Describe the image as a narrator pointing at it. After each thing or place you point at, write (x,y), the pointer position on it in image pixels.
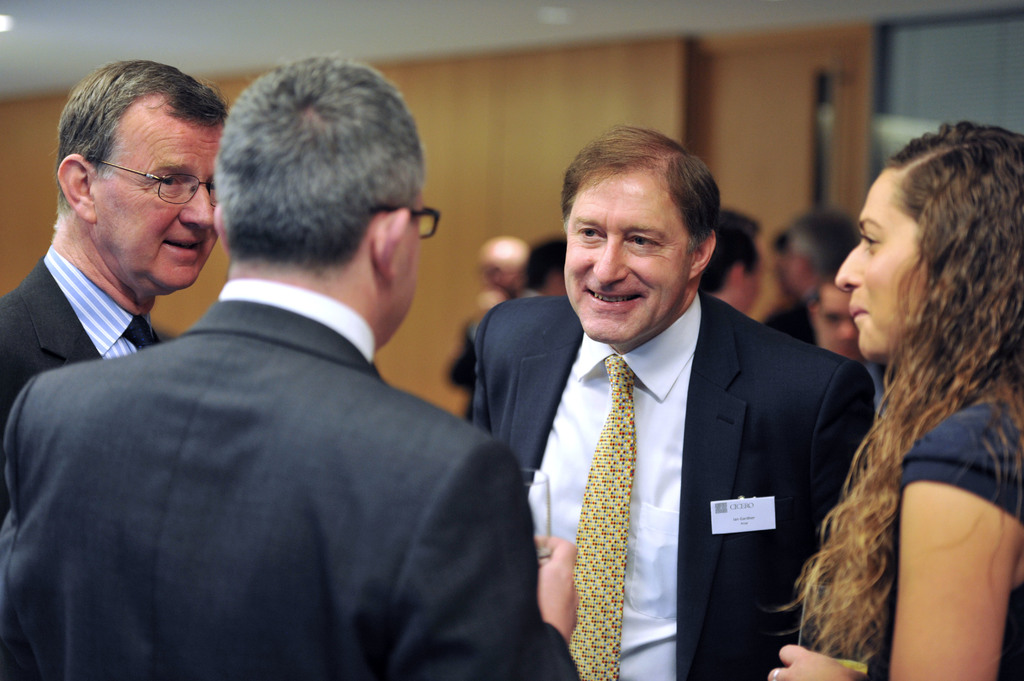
In this image, I can see groups of people (592,243) standing. In the background (500,150), there is a wall (477,111). At the top of the image (370,40), I can see the ceiling (482,23).
